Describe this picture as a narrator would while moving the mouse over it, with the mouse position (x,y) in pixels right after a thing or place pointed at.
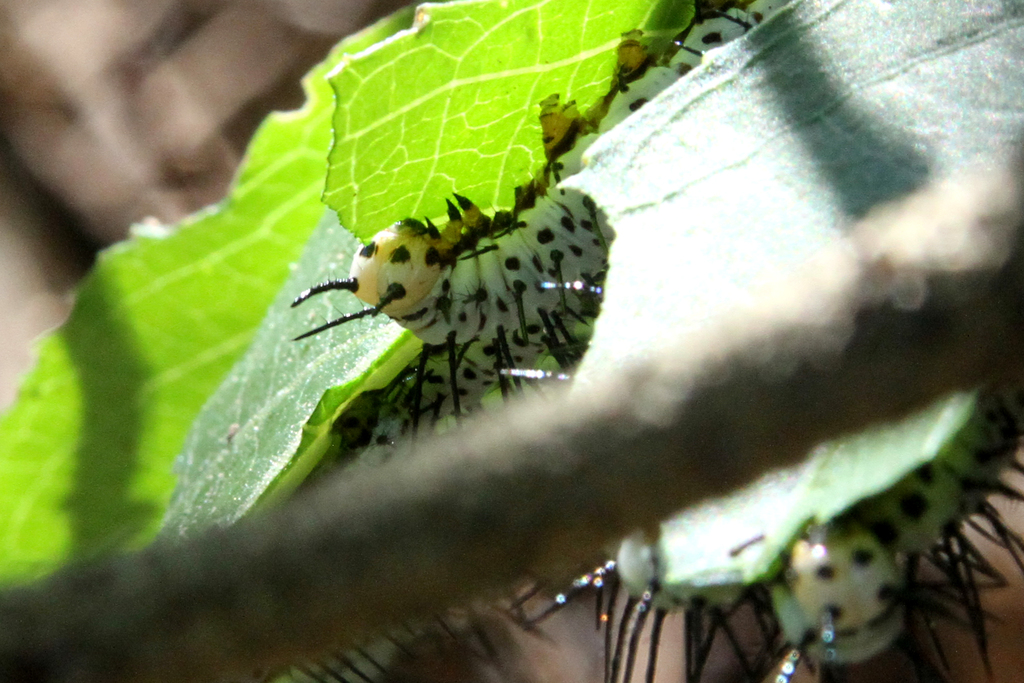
In this image we can see insects (826,623) on the leaves (753,105), and the background (111,114) is blurred.
